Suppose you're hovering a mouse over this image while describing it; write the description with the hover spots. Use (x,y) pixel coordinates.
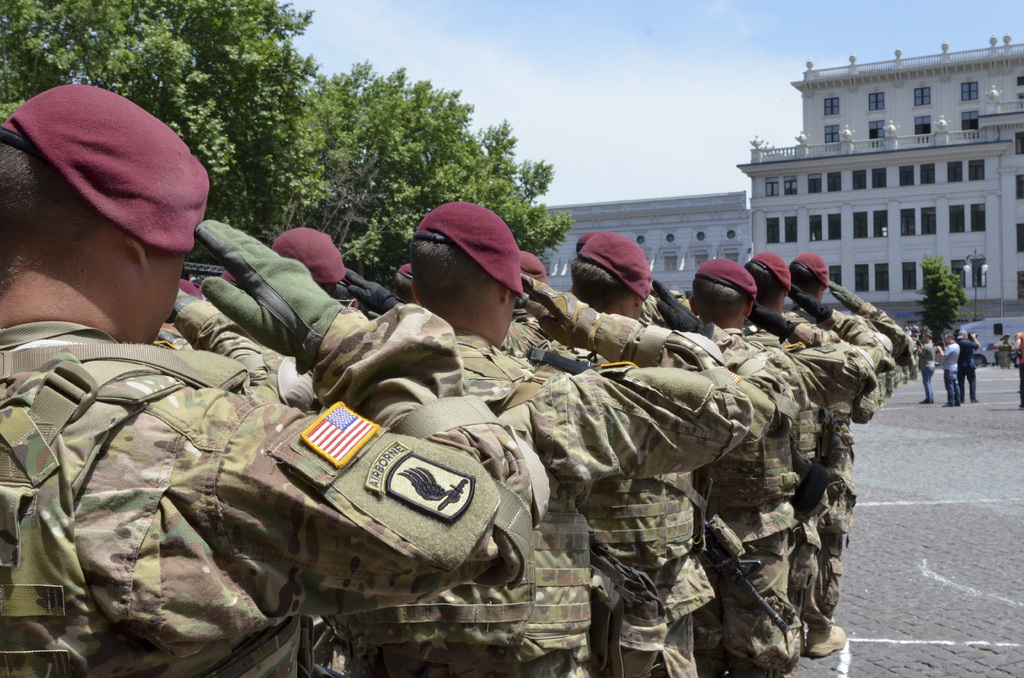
In this image we can see these people (674,402) wearing uniforms (201,571), caps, gloves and shoes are standing on the road (999,588) and saluting. Here we can see a few more people (966,334) standing on the road (996,410), we can see trees (478,182), a vehicle (981,341), light poles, building (870,238) and the sky (613,146) with clouds (575,140) in the background (699,36).
